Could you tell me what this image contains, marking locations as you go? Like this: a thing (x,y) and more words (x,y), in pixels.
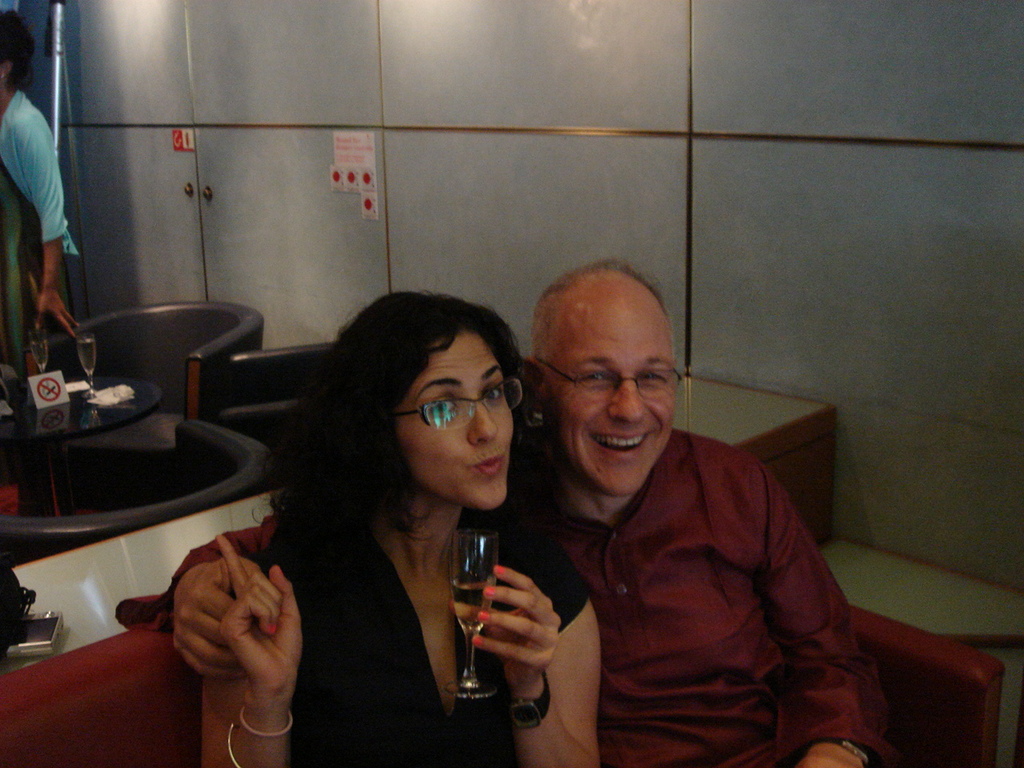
In this image we can see two persons (651,461) sitting in a chair (158,700). One woman (516,578) wearing black shirt (358,620) and spectacles (450,405) is holding a glass (479,614) in her hand (540,664). In the background (91,519), we can see a group of chairs (104,520), table (84,405) with two glasses (42,349) on it, a signboard (60,393) and a person (40,174) standing.
